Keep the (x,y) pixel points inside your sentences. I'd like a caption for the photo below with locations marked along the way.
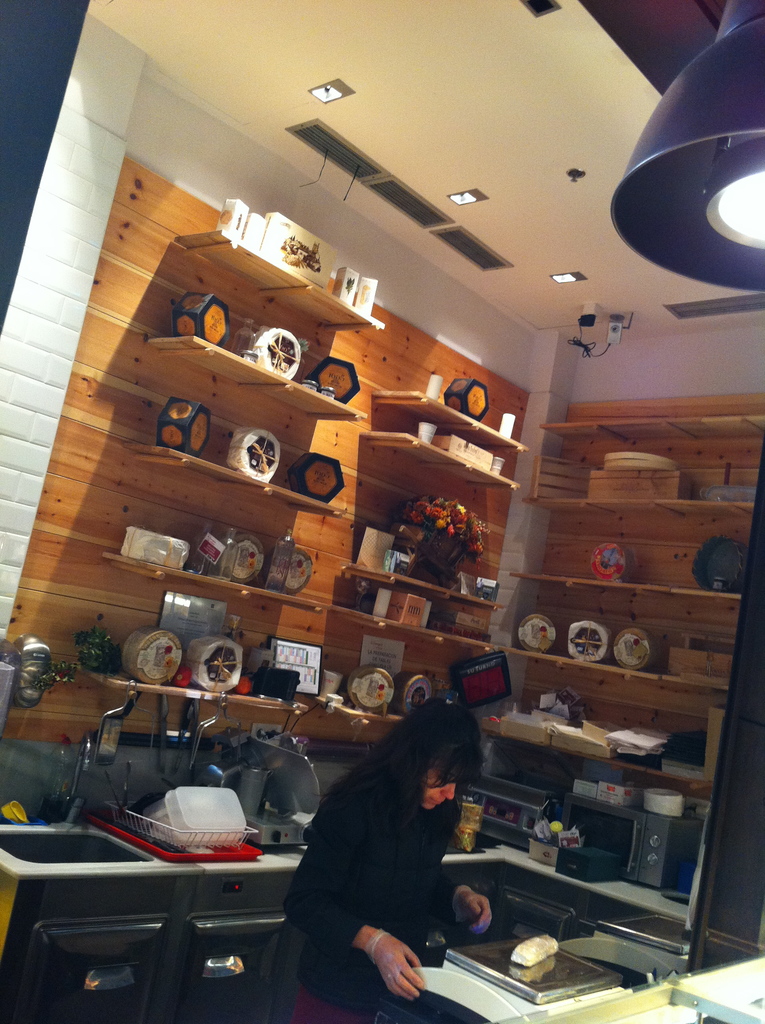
In this image I can see a woman (421,905) is standing in the front (347,1013) and I can see she is wearing black colour dress (401,802). Behind her I can see a sink (23,848), a water tap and few other stuffs (256,776) on the countertop (604,886). On the bottom right side of this image (579,806) I can see a microwave (701,847) and on the bottom left side (253,939) I can see cabinets (19,923). In the background (388,695) I can see number of boxes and few other things (480,580) on the shelves (474,436). On the top side of this image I can see few lights (559,281) and a CCTV camera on the ceiling (563,235). I can also see one more light (742,11) on the top right side of this image (749,2).
